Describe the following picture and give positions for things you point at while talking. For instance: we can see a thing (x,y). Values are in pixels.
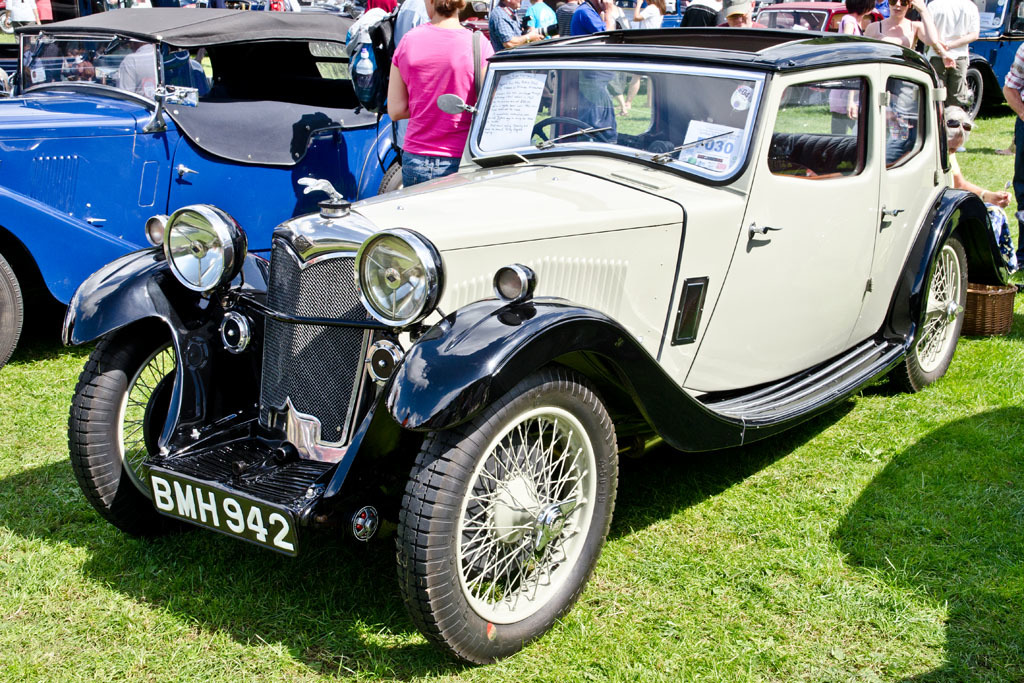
Here we can see vehicles (523,350) on the ground (943,681). In the background (529,20) there are few persons (444,32) standing and carrying bags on their shoulders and on the right (990,328) we can see a basket (1001,332) on the ground (958,445).
